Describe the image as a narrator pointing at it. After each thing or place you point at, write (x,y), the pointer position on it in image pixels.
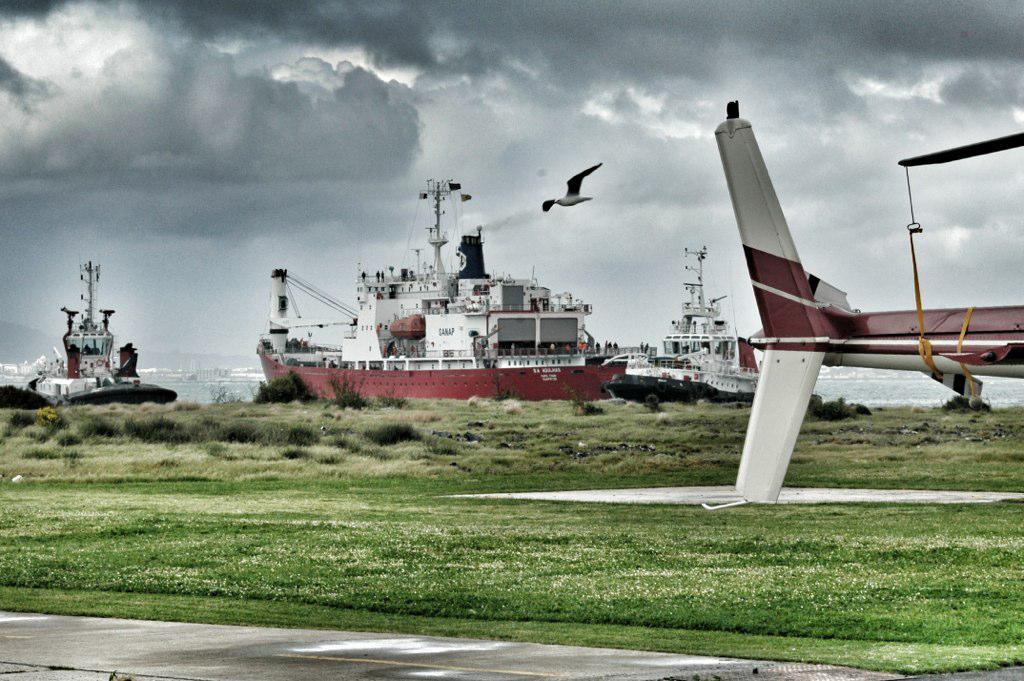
In this image I can see an open grass ground (569,447) and on the right side of the image (1012,337) I can see a helicopter like thing (880,319). In the background (440,318) I can see few ships (518,358) on the water (906,377). On the top side of the image (306,15) I can see clouds (196,55), the sky (397,97) and a bird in the air (564,148).
